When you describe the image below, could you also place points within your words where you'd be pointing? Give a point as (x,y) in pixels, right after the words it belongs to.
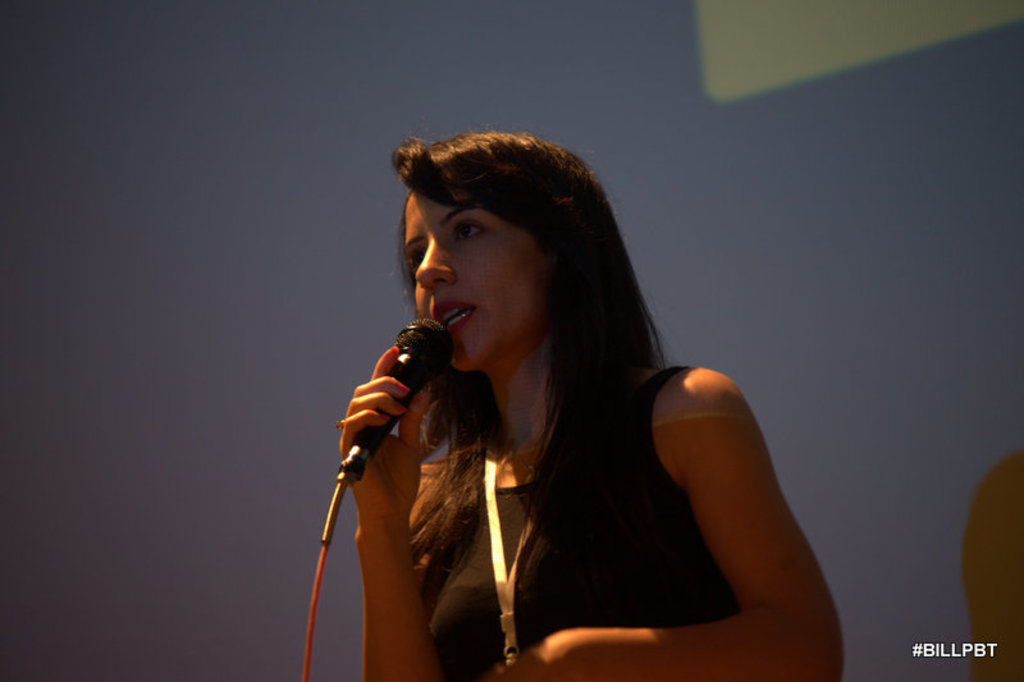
In this picture we can see a woman (591,274) holding a microphone (416,344) in her hand (356,411) and talking. There is some text (939,648) visible in the bottom right (925,648).
